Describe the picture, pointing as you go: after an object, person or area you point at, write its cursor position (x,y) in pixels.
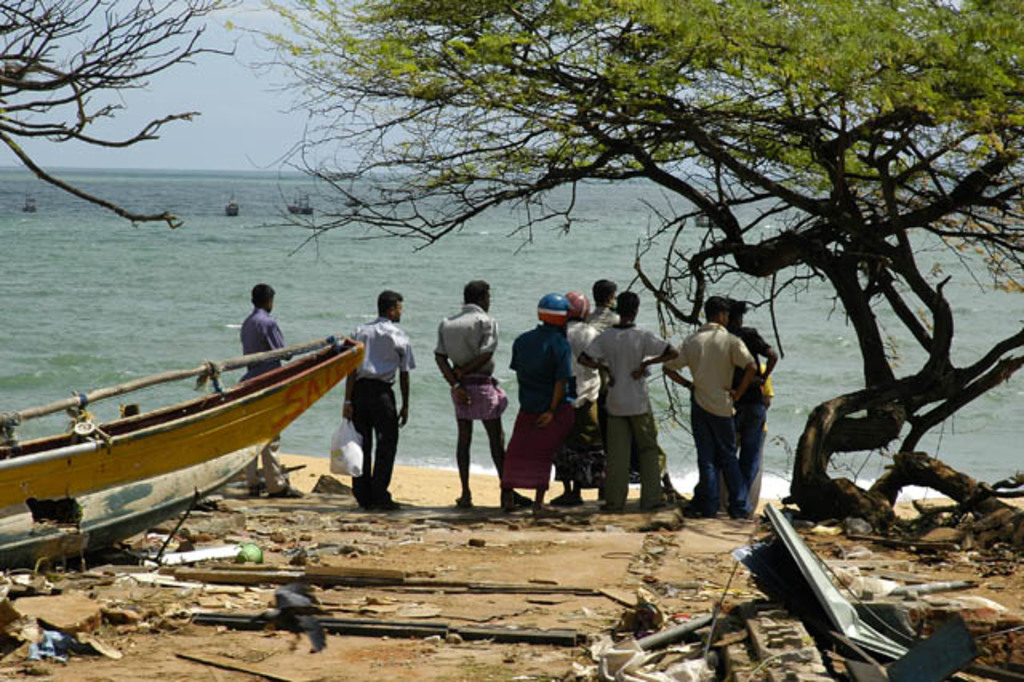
In the image there are few men (562,380) standing in front of the ocean (359,223), in the front (797,605) there are ships (231,444) and trees (943,235) on the land (175,669) along with garbage (981,632) and above its sky (231,108).
